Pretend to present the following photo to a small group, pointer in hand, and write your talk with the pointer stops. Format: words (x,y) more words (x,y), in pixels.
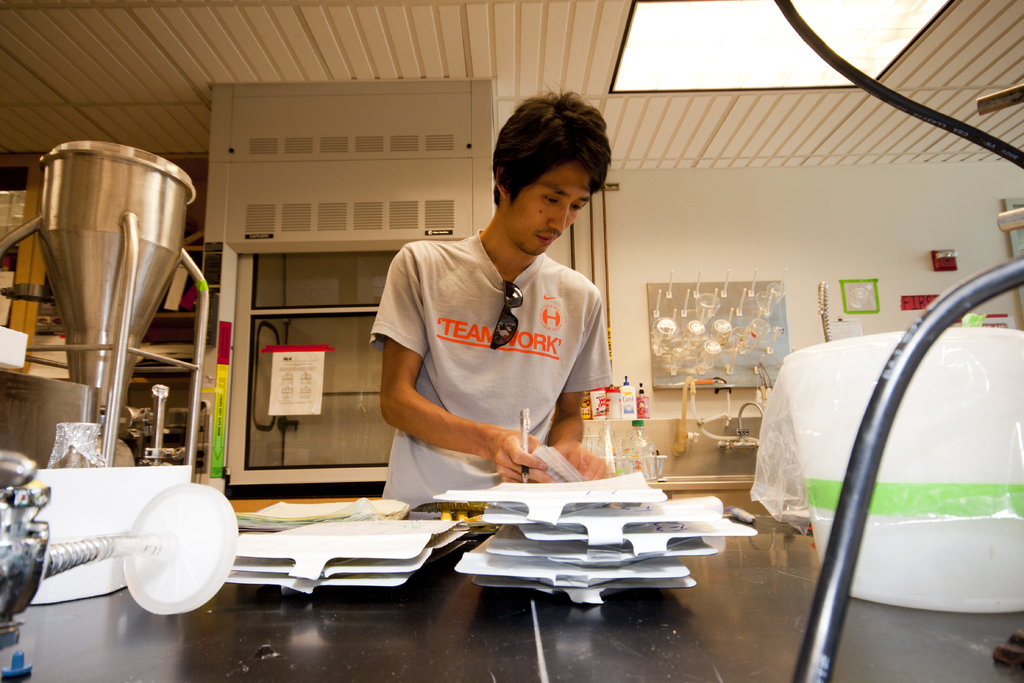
In the image, there is a man (498,395) standing in front of the table (498,623) and on the table (526,624) there are many papers (563,518) and books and some objects (103,456) are kept. Behind the man (590,382) there is a wash basin (682,450) and beside that there are some lotions (634,404) and hand wash (647,400) are placed on the shelf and in the background (800,259) there is a wall (943,232) and to the roof (502,30) there is a light (622,67).
